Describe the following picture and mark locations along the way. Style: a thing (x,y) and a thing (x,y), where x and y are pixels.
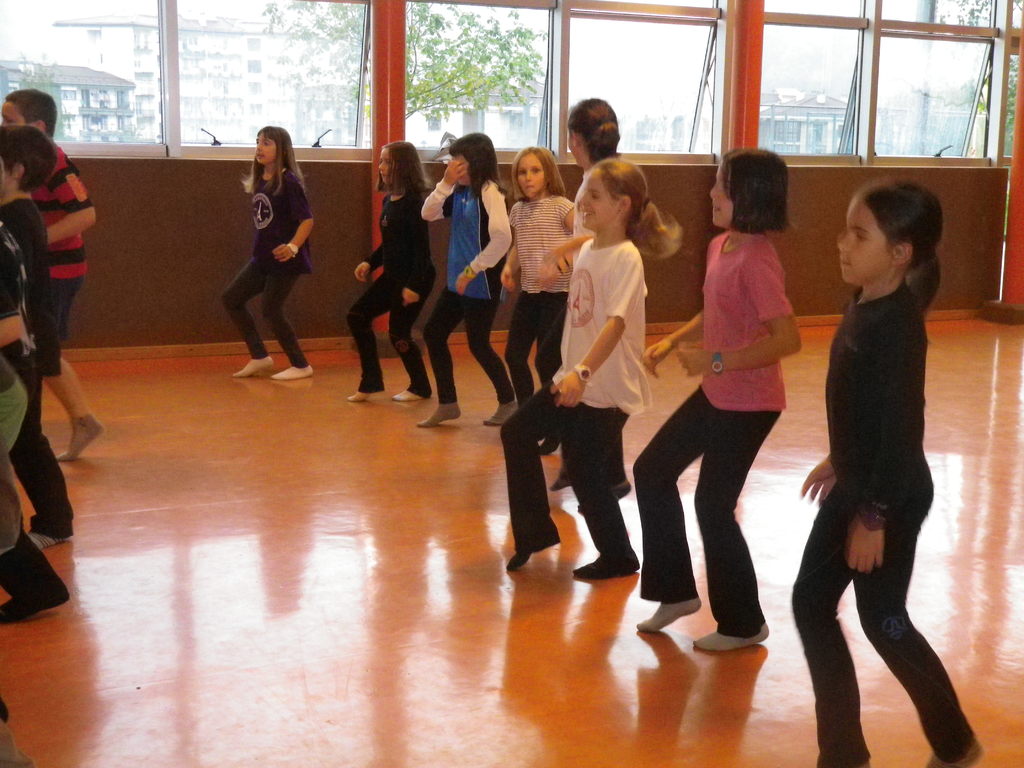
There is a group of kids (442,340) are dancing on the floor (457,472) as we can see in the middle of this image (598,408), and there is a wall (182,249) in the background (134,267). We can see there is a window glass (896,104) at the top of this image (770,76).
